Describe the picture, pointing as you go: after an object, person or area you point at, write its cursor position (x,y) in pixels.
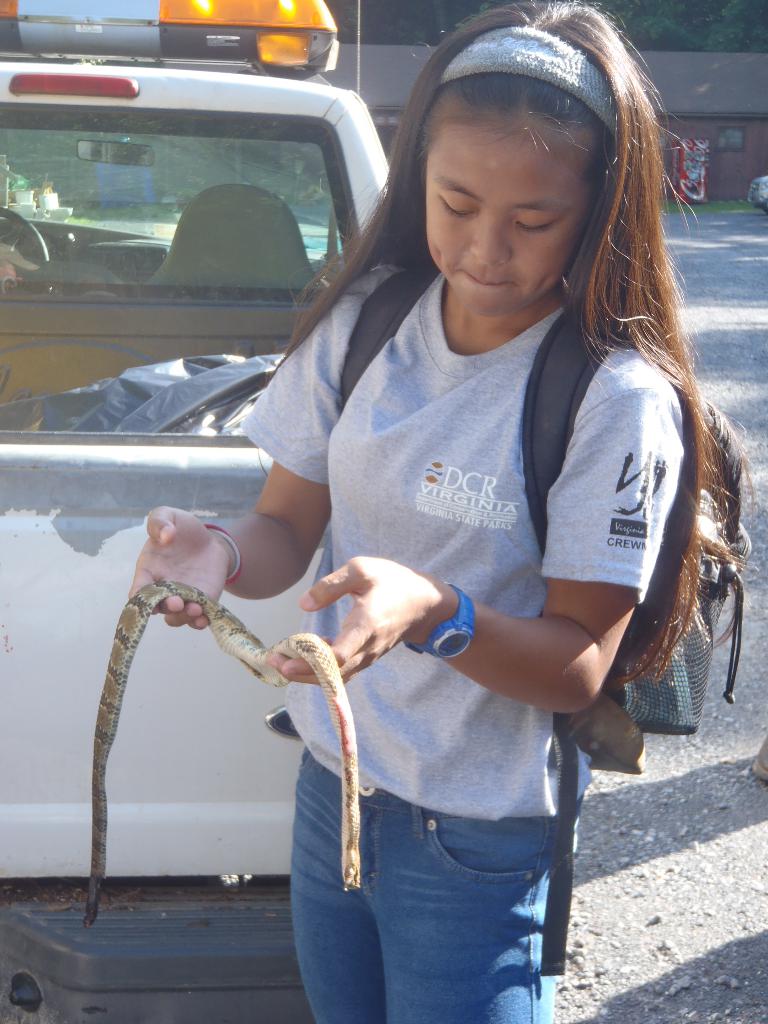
In this picture we can see a girl (401,480) wearing a bag (648,601) and holding a snake (97,806) in her hands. There is a black cover (142,392) in a car (305,93). A bumper (182,995) is visible. We can see a red object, few trees (395,8) and a building (672,87) in the background (408,31).
